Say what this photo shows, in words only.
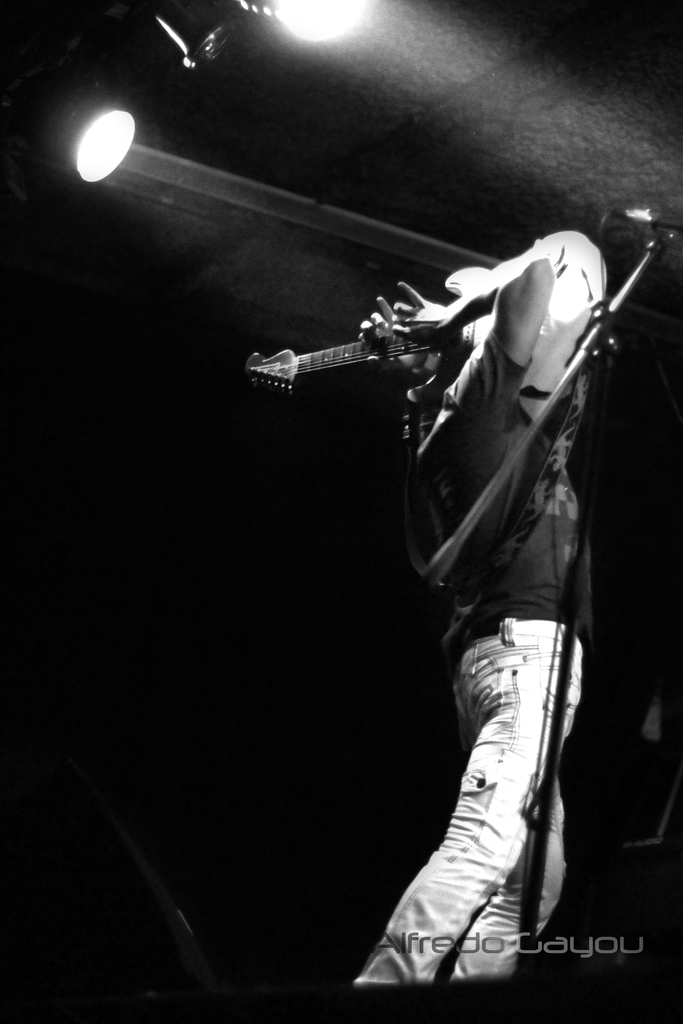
He is standing. His playing a musical instruments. We can see in the background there is a lights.
